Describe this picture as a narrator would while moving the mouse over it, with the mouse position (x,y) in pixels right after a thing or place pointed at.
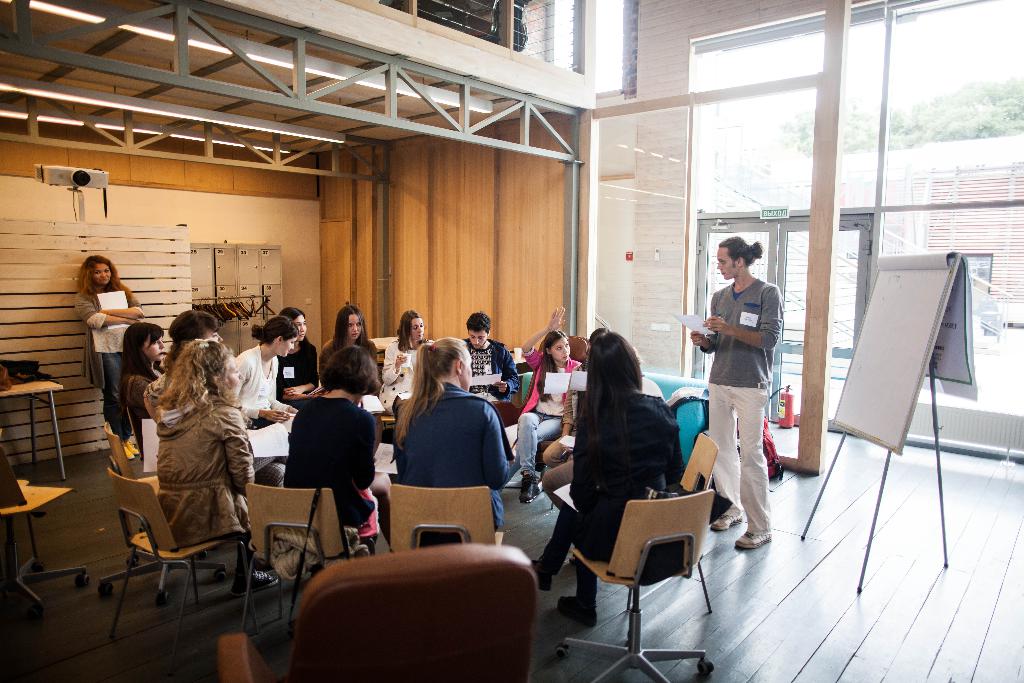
In this image i can see group of people (369,445) sitting on a chair (327,516), the man (766,363) standing here holding a paper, and the woman (132,307) standing here is also holding a paper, at the right side (868,382) i can see a board (873,366), at the back ground (549,240) i can see a wooden wall (490,165), railing (490,144), and a glass door (795,366).
